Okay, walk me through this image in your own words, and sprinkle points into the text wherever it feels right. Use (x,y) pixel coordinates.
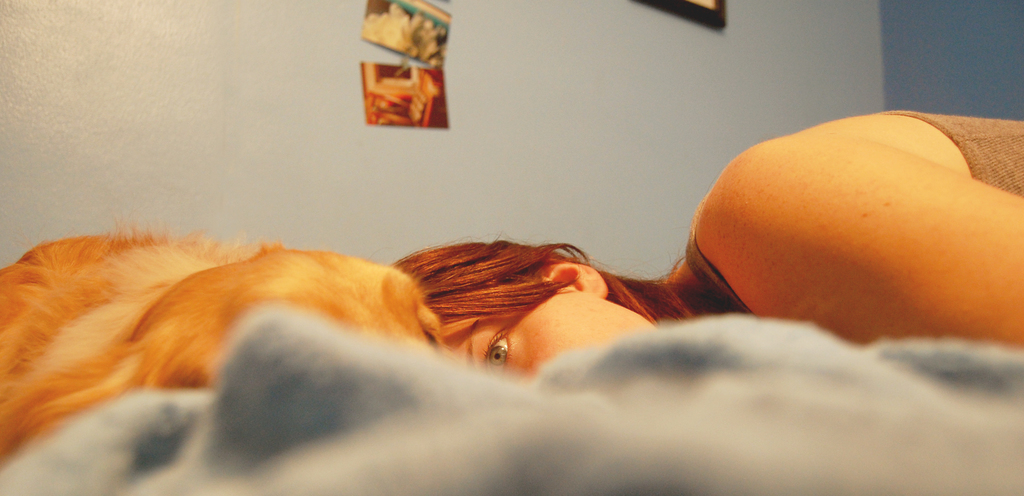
In this image I can see the person (698,275) wearing the brown color dress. To the side of the person (600,283) I can see an animal (192,314) which is in brown color. I can also see the cloth (467,409) to the side. In the background (382,255) I can see the frames (389,76) to the wall (568,55).
